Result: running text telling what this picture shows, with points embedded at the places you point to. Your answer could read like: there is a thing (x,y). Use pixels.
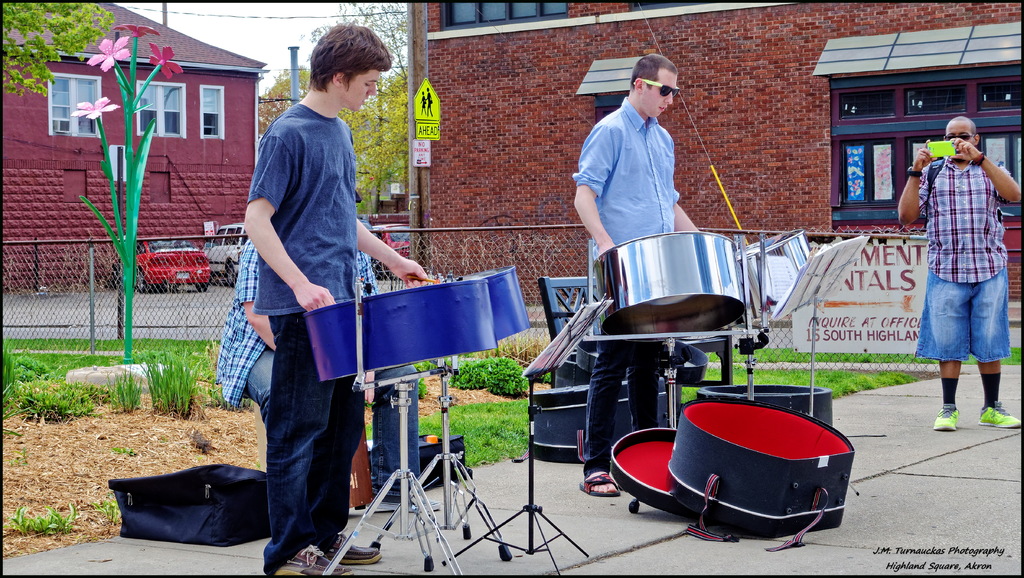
In this picture there are two people (324,223) those who are playing the drums (672,328) and the person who is at the right side of the image (941,297) is taking the video, there is a house (866,68) at the right side of the image (929,67) and there are some trees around the area of the image.
